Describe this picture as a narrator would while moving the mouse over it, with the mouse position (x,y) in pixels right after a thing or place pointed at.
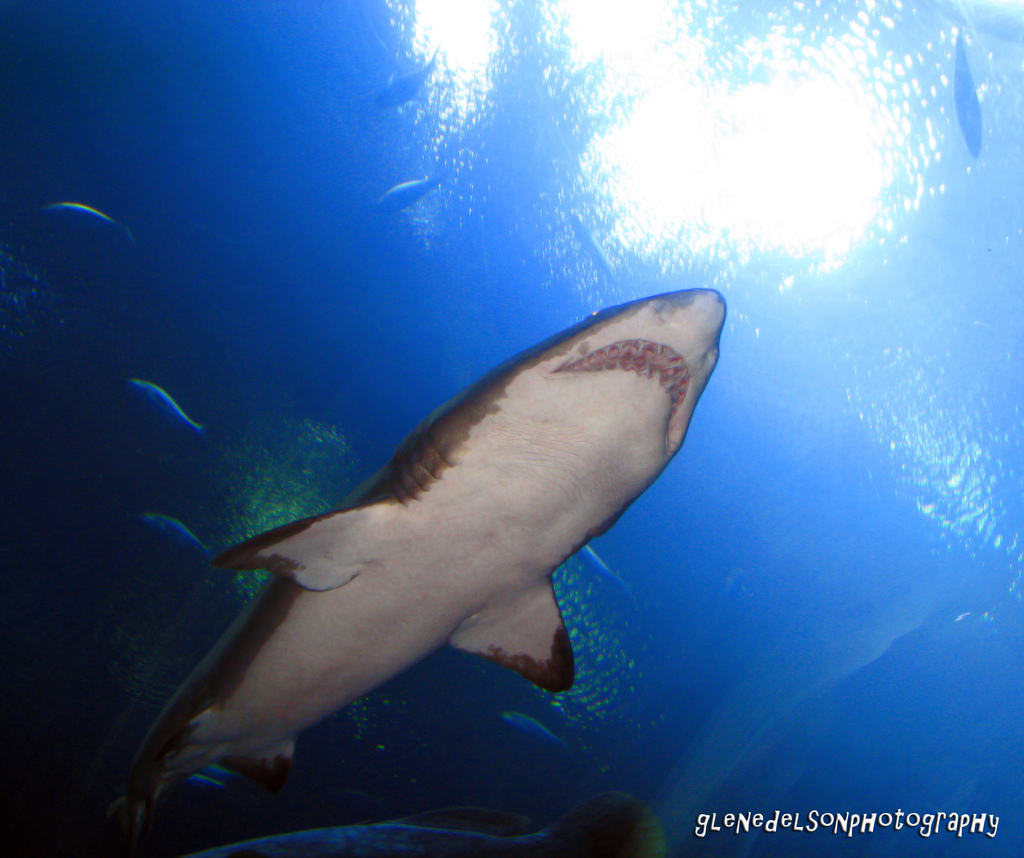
In this image, I can see the fishes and a shark (528,480) moving in the water (684,454). This water (724,198) is blue in color. I can see the watermark (872,830) on the image.
